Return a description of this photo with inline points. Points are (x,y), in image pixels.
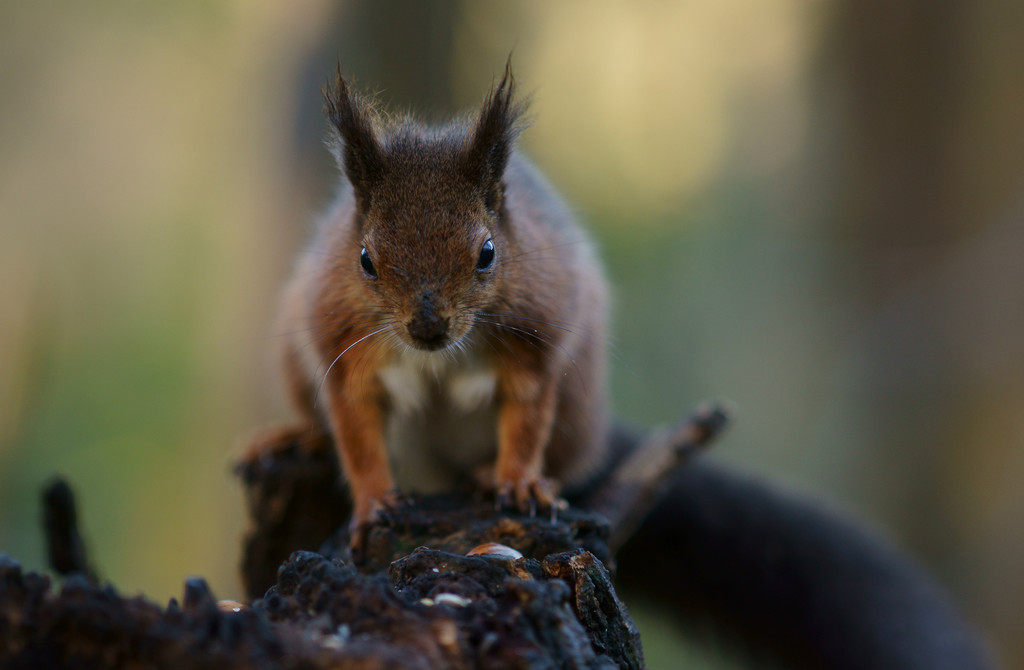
In this image I can see a red squirrel (376,317) on a wooden surface (438,570). The background is blurred.
